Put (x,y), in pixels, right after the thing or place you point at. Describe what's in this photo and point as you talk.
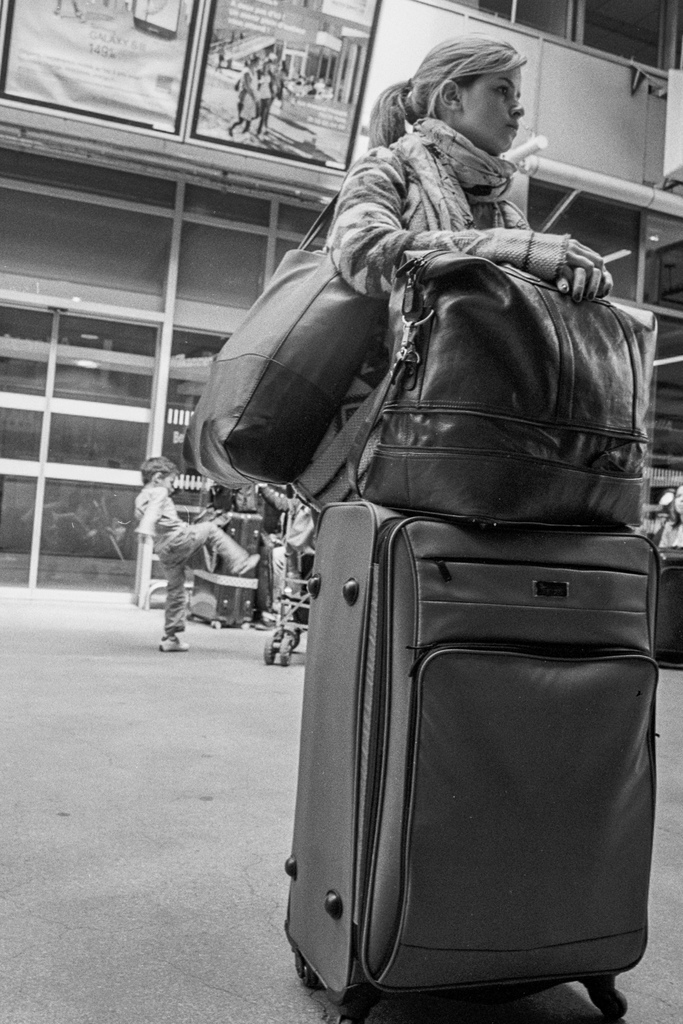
In this image I see a woman (501,209) who is carrying a bag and there are luggage (301,834) in front of her. In the background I see a child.
